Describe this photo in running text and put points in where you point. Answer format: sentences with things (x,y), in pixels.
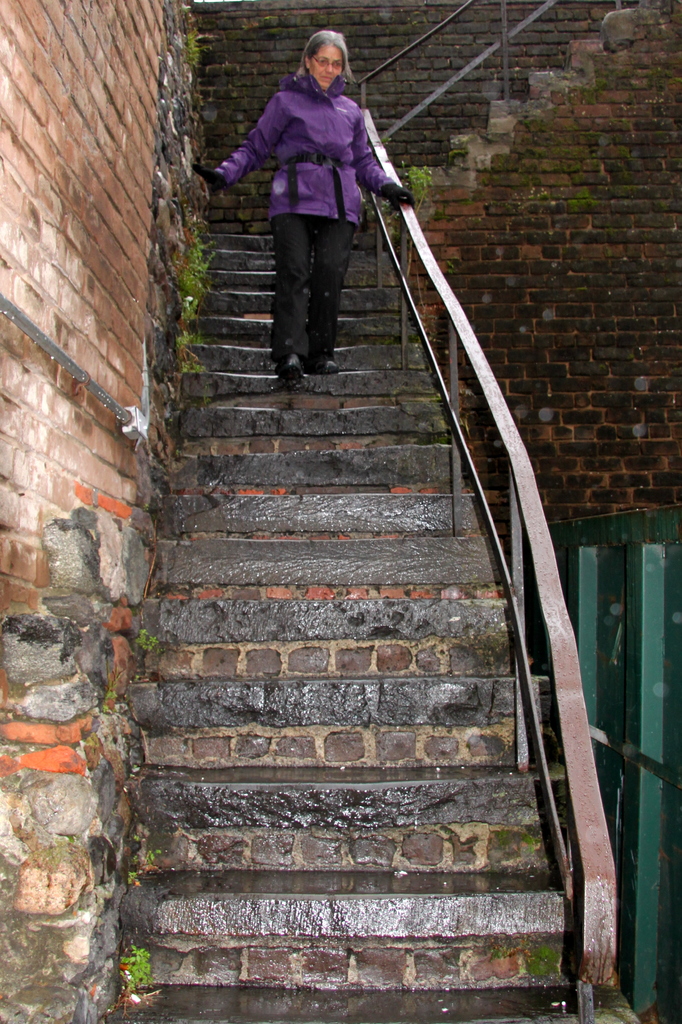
In this image there is the wall (512,294), staircase (357,633), on which there is a person (320,195), some wooden objects (635,589) visible on the right side (625,764).
